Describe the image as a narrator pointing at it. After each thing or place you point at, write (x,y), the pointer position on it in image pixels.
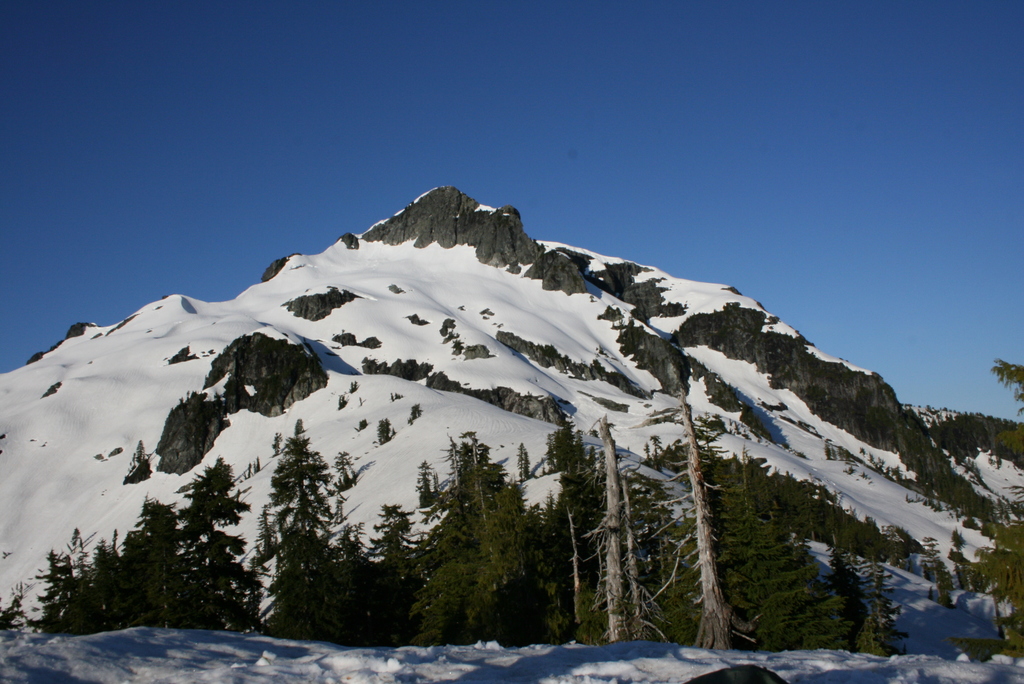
In this picture there are trees (285,492) at the bottom side of the image (418,531) and there are mountains (456,361) in the center of the image (514,351), on which there is snow (451,406).
